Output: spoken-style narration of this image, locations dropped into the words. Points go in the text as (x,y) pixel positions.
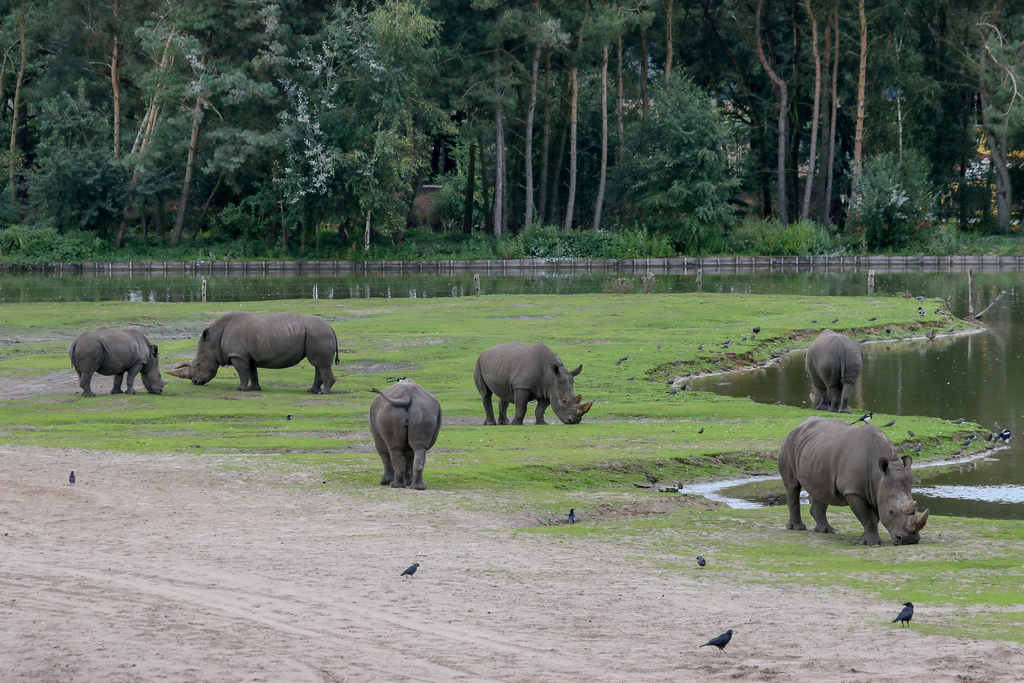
There are birds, white rhinoceros (868,517) on the ground (361,416) on which, there is grass (203,394) on the ground (504,425). In the background (978,305), there is water (933,277), there are trees (58,169), plants (777,227) and grass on the ground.
